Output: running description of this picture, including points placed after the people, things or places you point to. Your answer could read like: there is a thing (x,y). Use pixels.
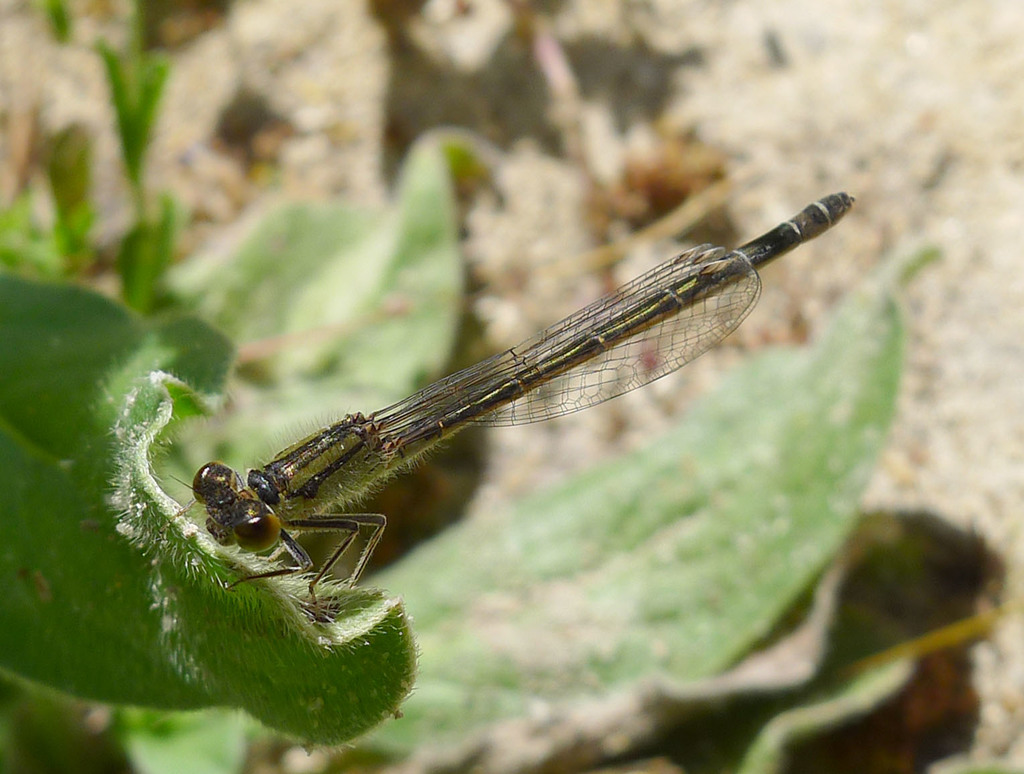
In the center of the image (577,365) there is a insect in the leaf (88,533). At the bottom of the image (920,698) there is ground (935,714).
